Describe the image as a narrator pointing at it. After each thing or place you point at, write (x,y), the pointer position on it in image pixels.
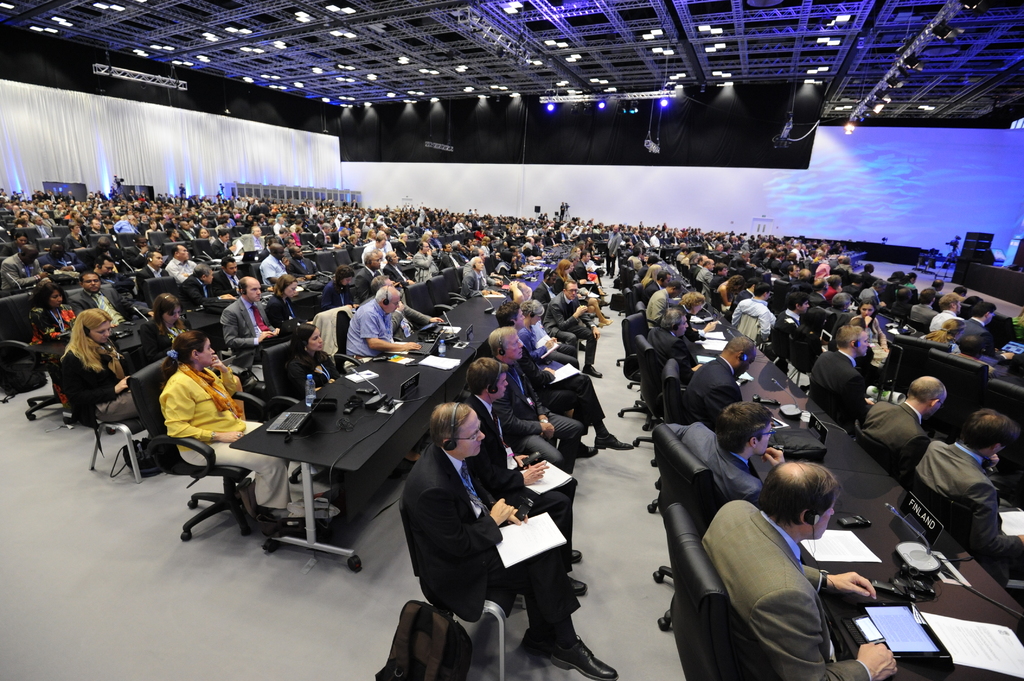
In this image I can see there is a huge room (14,155), there are many people (121,355) sitting on the chairs (65,289) and they have a few tables (329,438) in front of them, There are few lights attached to the ceiling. There are laptops (419,352), papers (403,352) and other objects (846,525) placed on the table (322,424).
